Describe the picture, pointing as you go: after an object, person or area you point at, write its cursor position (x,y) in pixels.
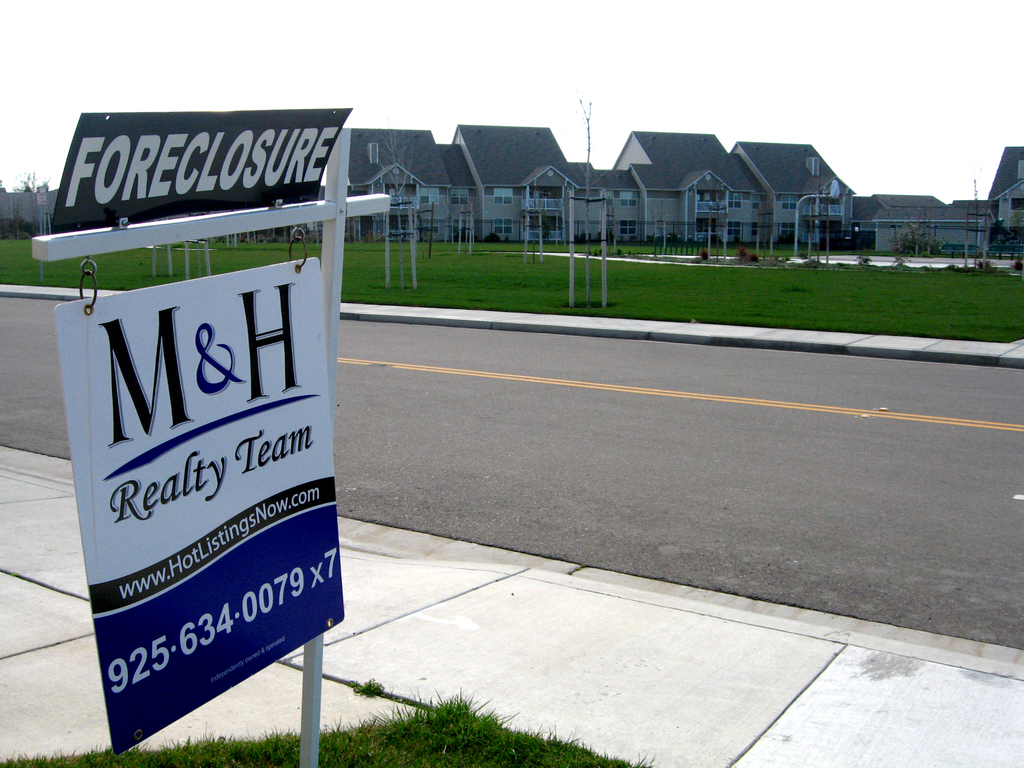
In this picture we can see a few boards (332,611) on a pole (280,213). Some grass (334,753) is visible on the path (552,653). We can see a road (912,463). There are a few poles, plants (29,234) and houses (514,163) are visible in the background (558,163). There is the sky (464,38) on top of the picture (539,54).
